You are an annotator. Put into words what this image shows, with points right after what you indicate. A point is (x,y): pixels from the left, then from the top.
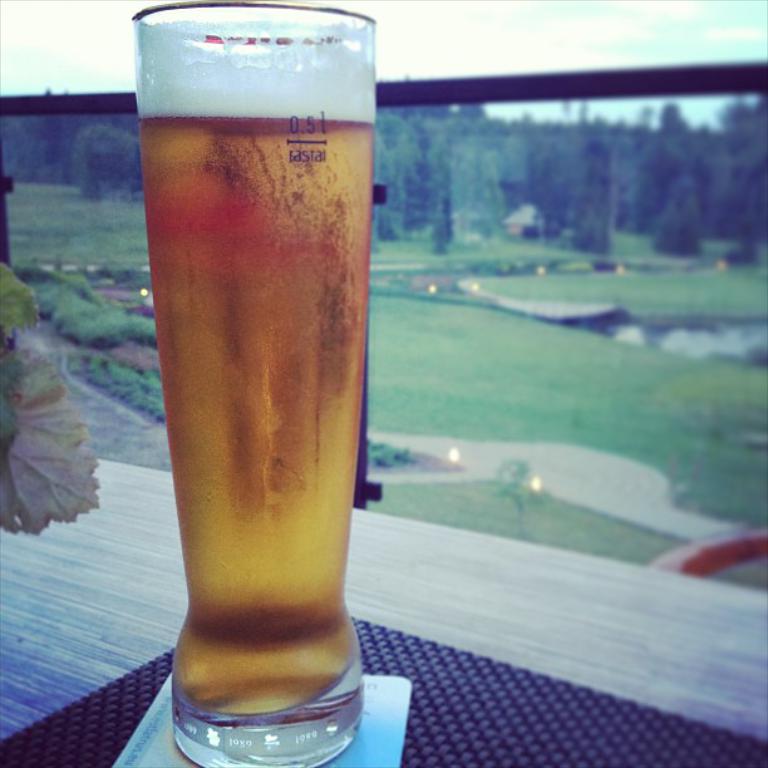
In this picture I can see the beer glass (338,423) on the surface (20,542). I can see green grass (464,398). I can see trees (432,200). I can see clouds (515,45) in the sky (543,32).
